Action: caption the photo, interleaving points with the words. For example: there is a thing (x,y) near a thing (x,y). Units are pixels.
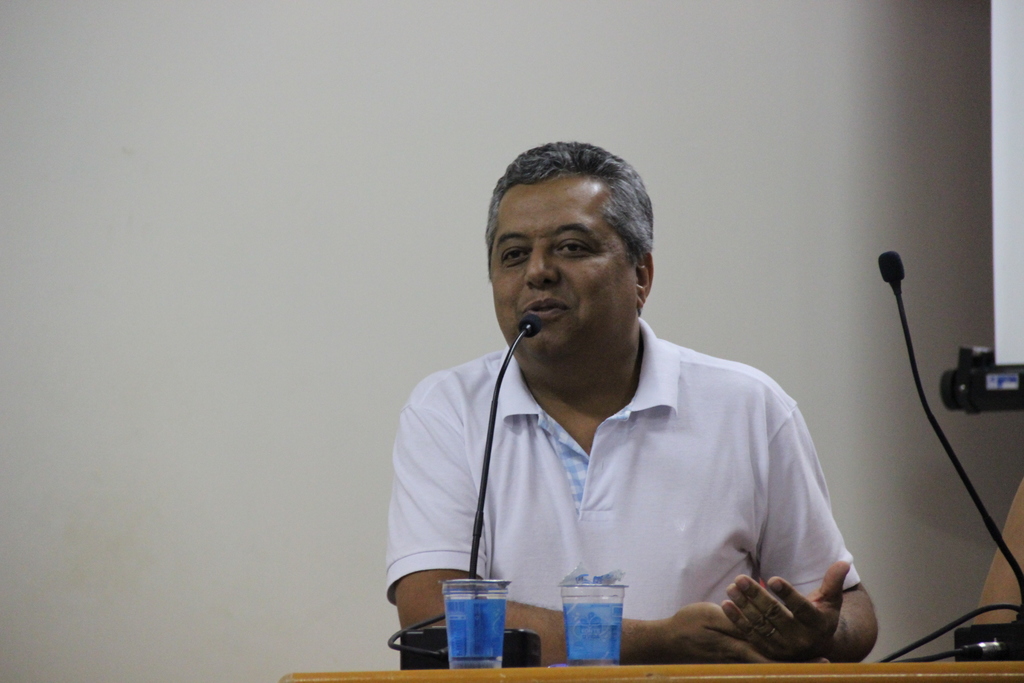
In this image we can see a person (523,430). In front of the person (665,633) we can see a mic (521,662) and two glasses (487,634) on a surface (586,682). On the right side (1005,23), we can see a mic (993,525) and a white object (1000,197). Behind the person (565,304) we can see a wall (400,265).
